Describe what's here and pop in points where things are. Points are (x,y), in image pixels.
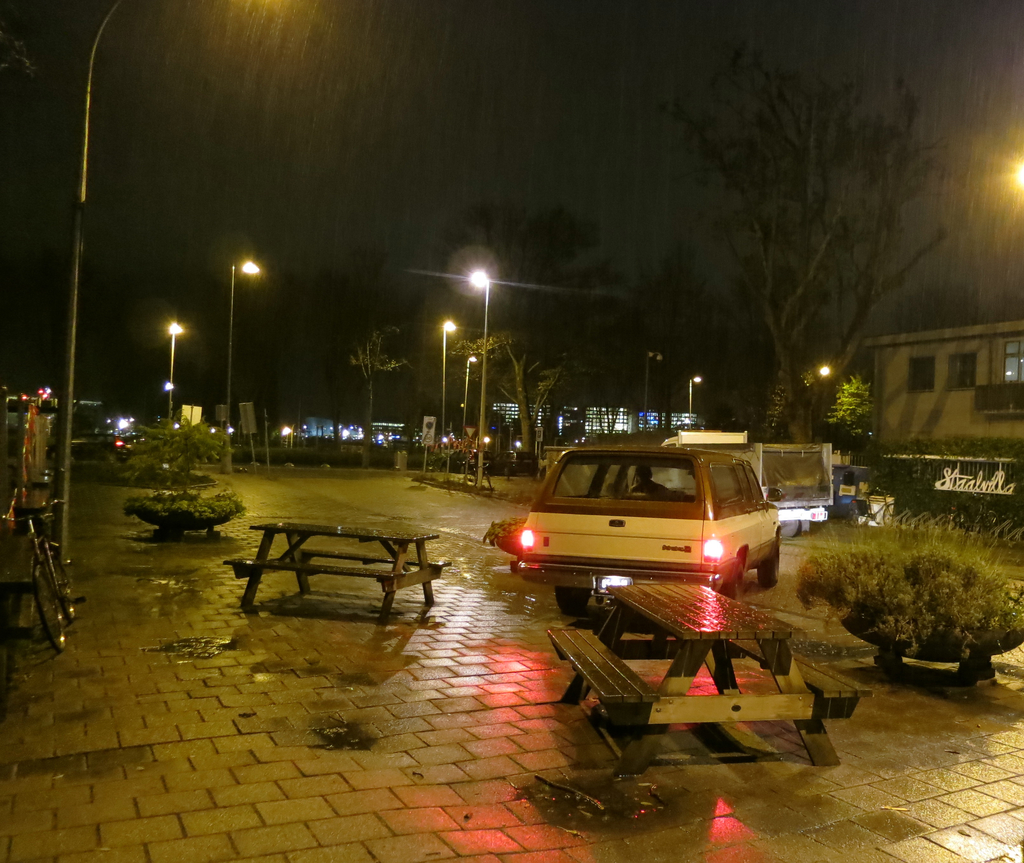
In the middle of the image (416,574) there is a chair (241,569), Beside the chair (696,591) there is a car (595,570). Behind the car (656,476) there is a vehicle (822,470). In the middle of the image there is a pole (484,395) and light (478,279). Bottom left side of the image (56,652) there is a bicycle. Top right side of the image (917,144) there is a tree (739,214). Bottom right side of the image (912,602) there is a bush (966,571).
